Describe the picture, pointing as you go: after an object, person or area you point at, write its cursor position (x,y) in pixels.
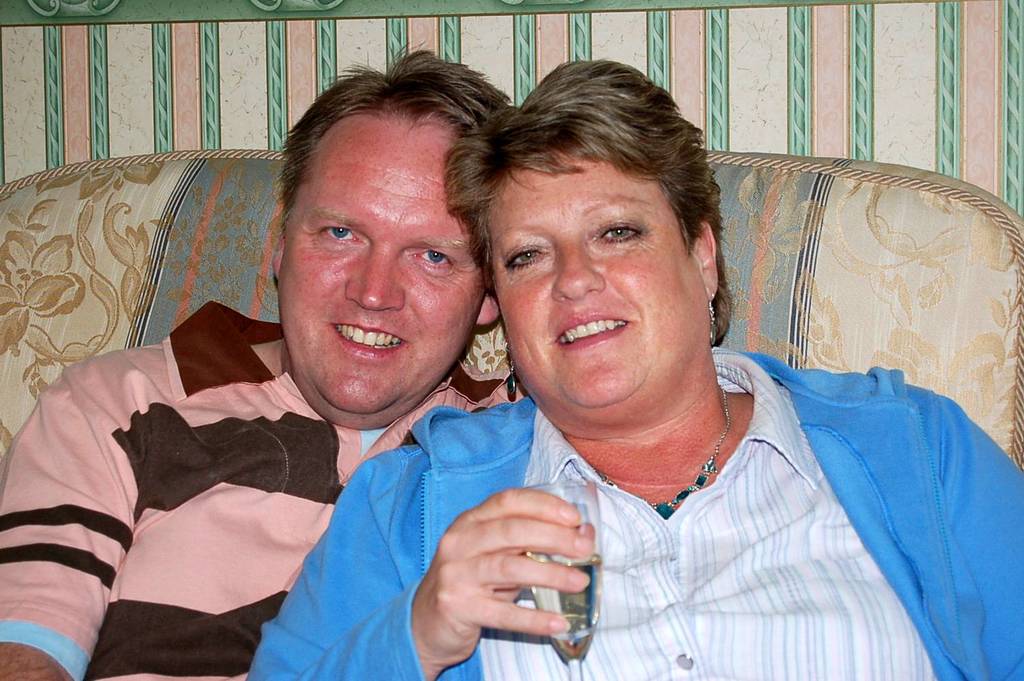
In this picture we can see a woman (625,241) holding a glass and a man (248,577), sitting on a sofa (237,238) looking and smiling at someone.
